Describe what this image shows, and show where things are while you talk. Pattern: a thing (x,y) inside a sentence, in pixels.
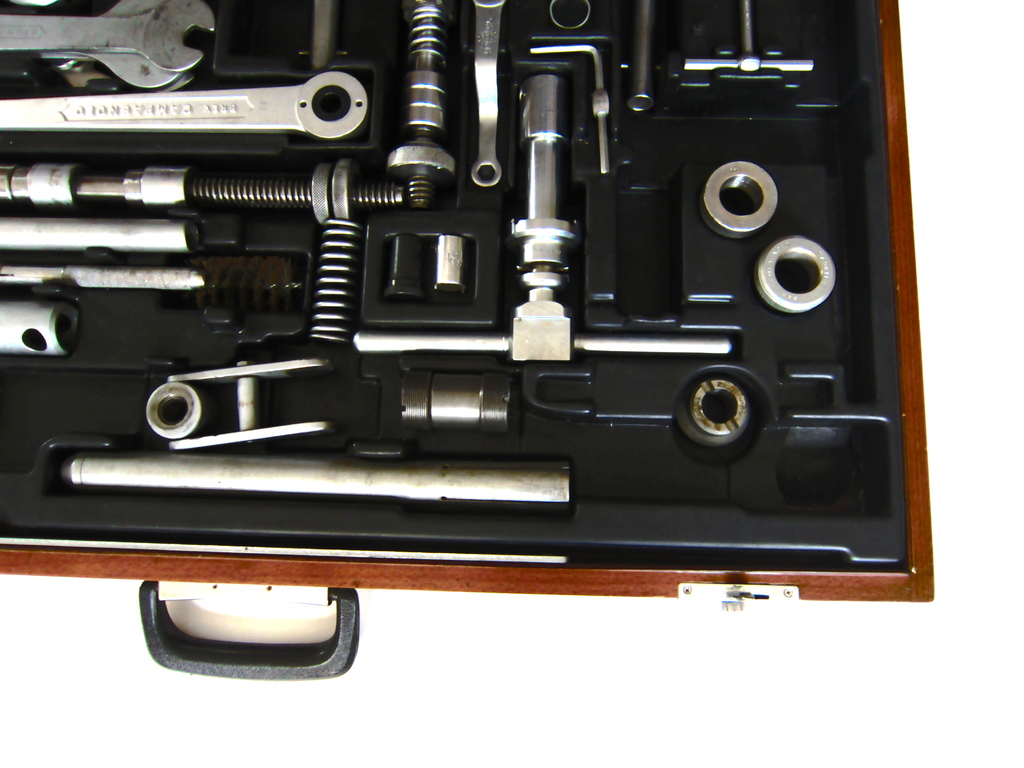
In this image we can see there is a tool box (624,431) with so many tools (464,472) in it.
